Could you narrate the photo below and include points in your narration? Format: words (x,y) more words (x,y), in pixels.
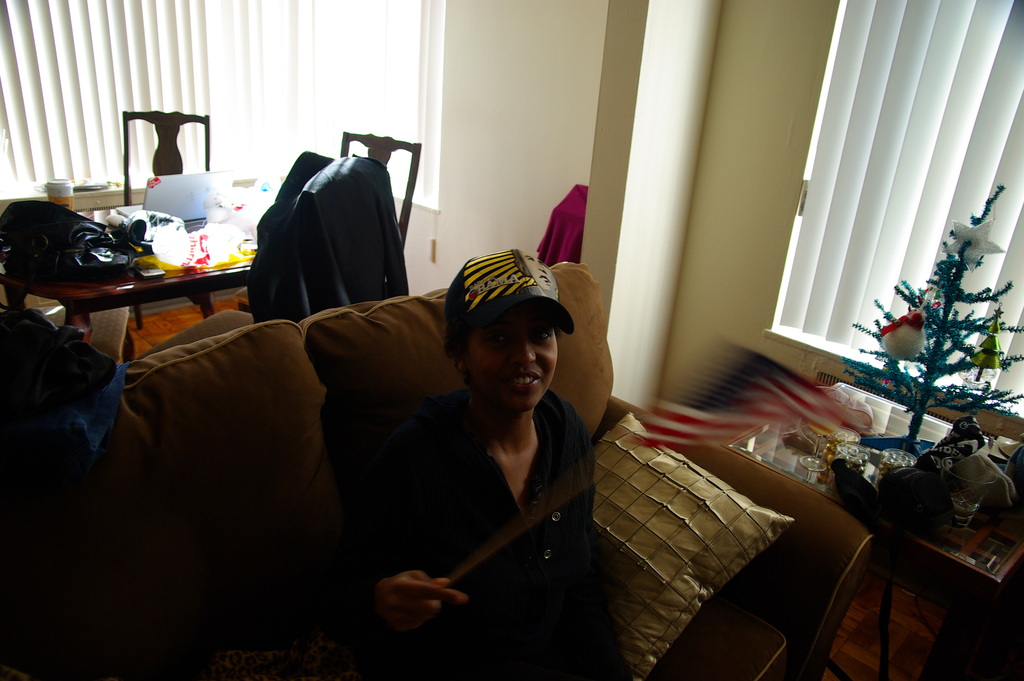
This is a picture taken in a room (855,468), the person (526,496) is sitting on a sofa (317,514) beside the person (543,530) there is a cushion (637,519). Behind the person (479,449) there is a table (128,283) on there are some items (160,237), laptop (193,208), bag (183,230) and chairs (327,241). To the right side of the woman (494,472) there is other table (949,543) on the table (955,548) there are glasses (821,438), cloth (994,498) and Christmas tree (931,356).
